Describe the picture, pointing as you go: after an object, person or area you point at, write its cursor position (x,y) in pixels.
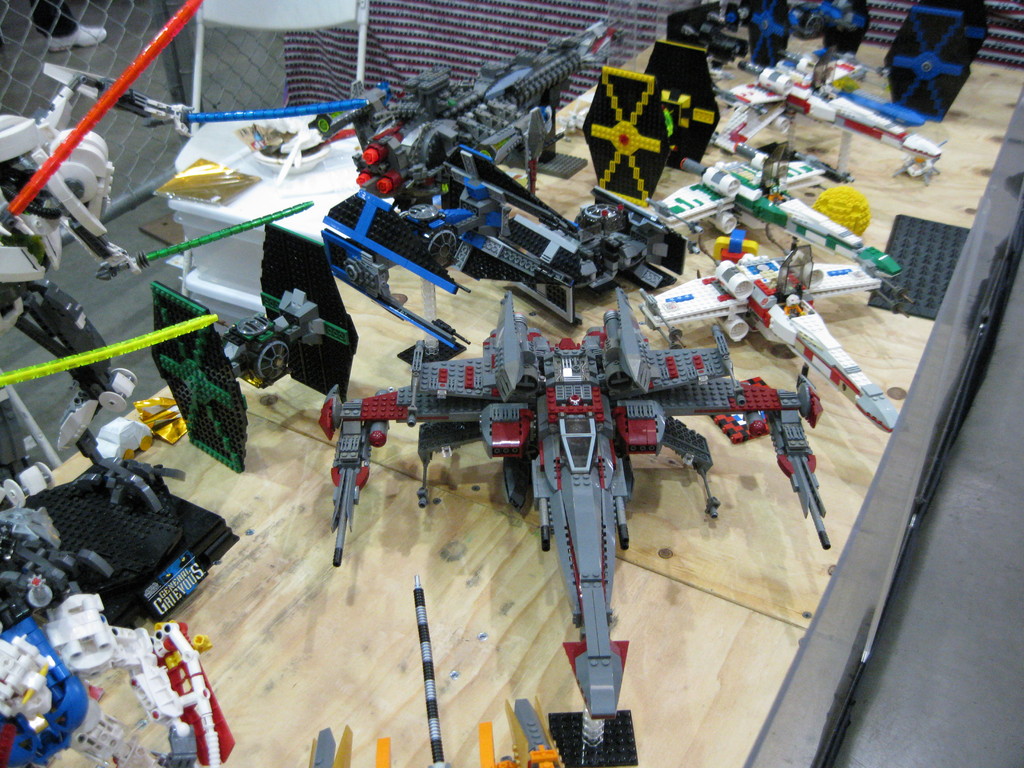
In this image at the bottom (676,684) there is one wooden board (645,500), on the board (383,701) there are some toys (113,637) and building blocks (647,386). And in the background (347,74) there is a chair (297,23) and curtain (297,49) and net (116,70).
